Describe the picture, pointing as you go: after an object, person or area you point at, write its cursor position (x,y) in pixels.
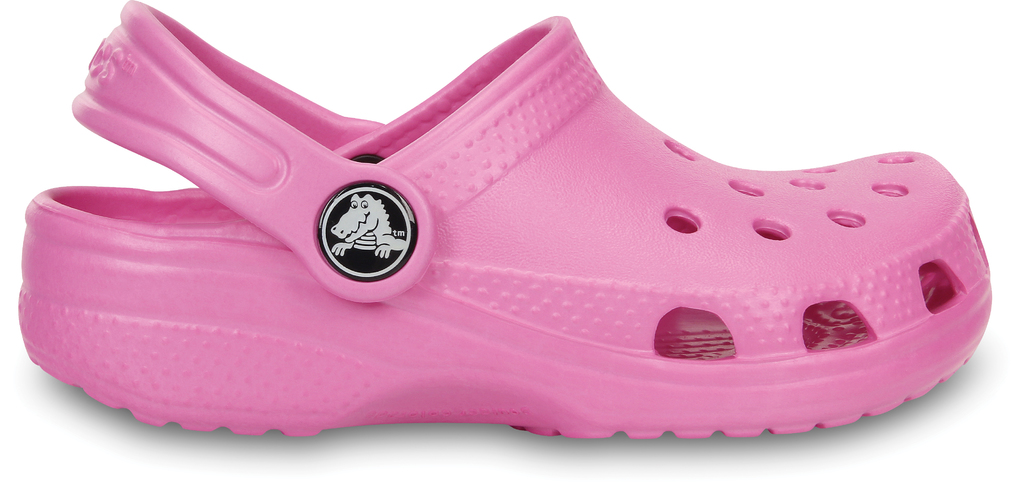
It is the picture of a footwear (378,248) and it is in pink color, it is of "crocs" brand.
